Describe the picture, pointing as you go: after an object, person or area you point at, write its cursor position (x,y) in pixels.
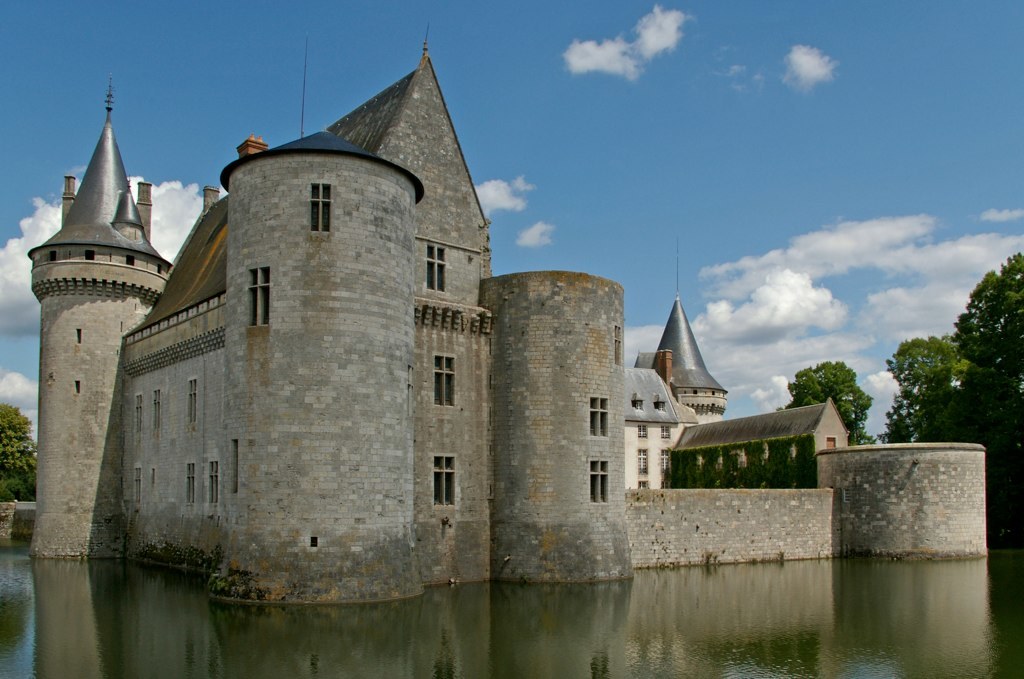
This image consists of a building (343,356). At the bottom (475,652), there is water (87,597). On the right (963,374), there is a tree (960,349). At the top (652,127), there are clouds (811,238) in the sky (391,65).
